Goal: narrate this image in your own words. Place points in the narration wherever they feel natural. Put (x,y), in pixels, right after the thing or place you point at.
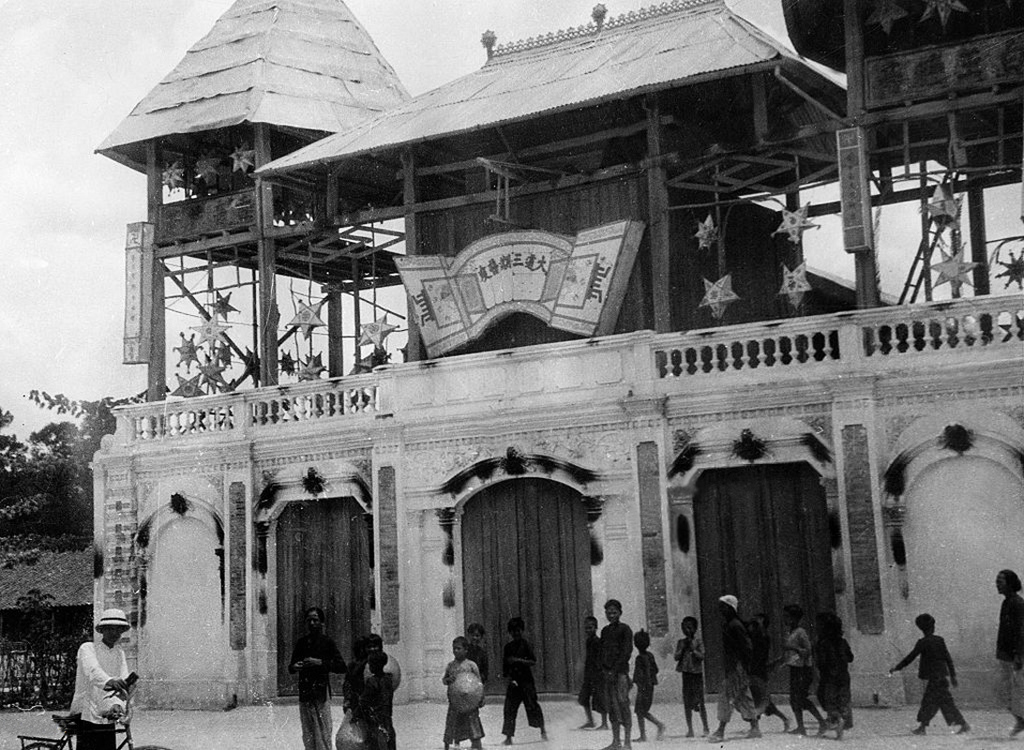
In this picture there are people (938,690) and we can see building (1021,412), decorative items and trees (21,470). In the background of the image (82,167) we can see the sky (65,254).
